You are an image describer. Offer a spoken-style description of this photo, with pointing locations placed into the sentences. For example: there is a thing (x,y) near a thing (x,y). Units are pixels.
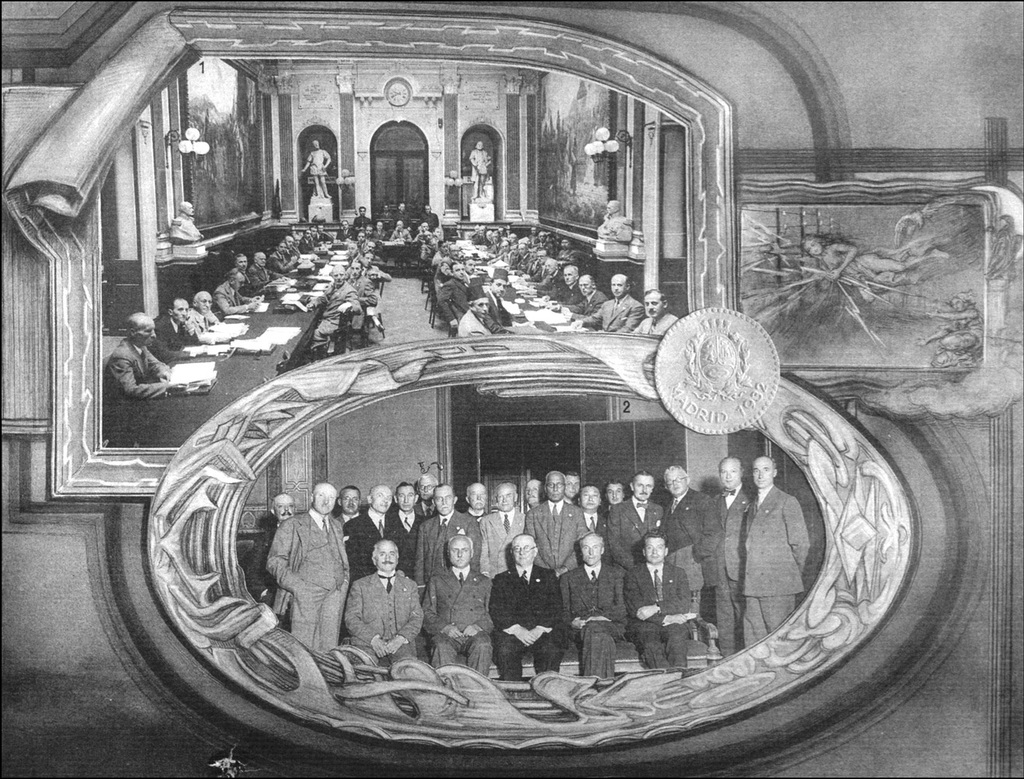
This is an edited image. In this image we can see a group of people (652,612) in the frames (445,365). We can also see a coin (728,432).
